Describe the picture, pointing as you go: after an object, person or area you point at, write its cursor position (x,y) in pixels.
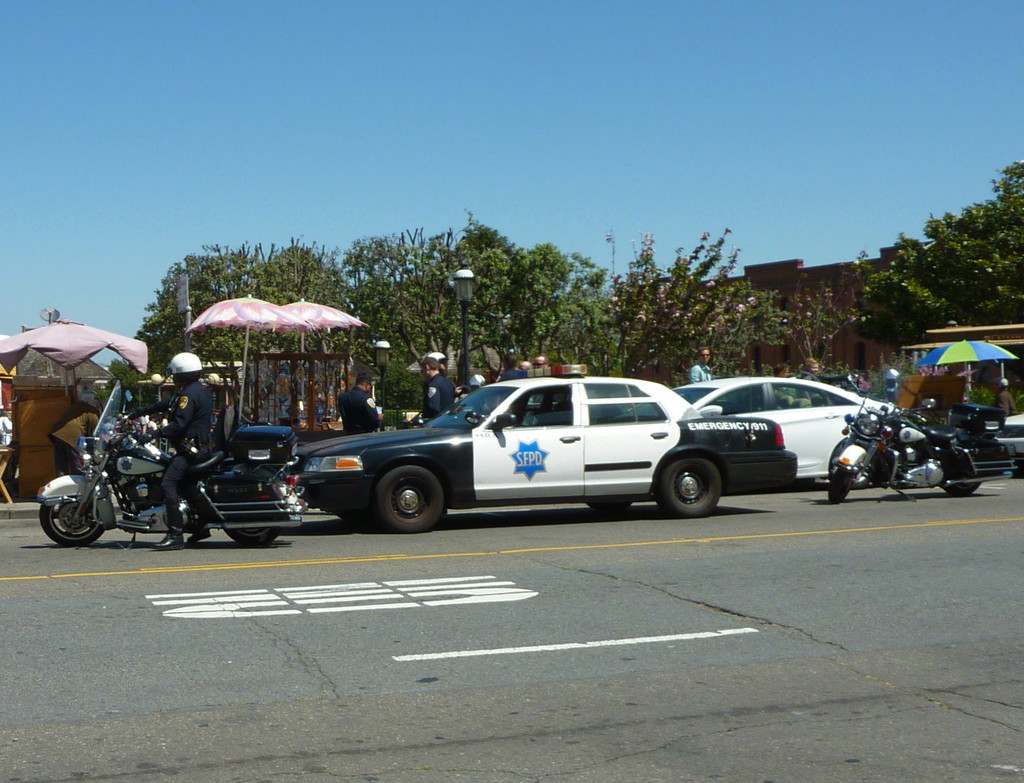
In this picture there are bikes (970,419) and cars (1017,422) in the center of the image (663,475) and there is a lamp pole (469,363) in the center of the image (467,275), there are people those who are standing behind the cars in the center of the image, there are trees (293,333) in the background area of the image (504,320).
